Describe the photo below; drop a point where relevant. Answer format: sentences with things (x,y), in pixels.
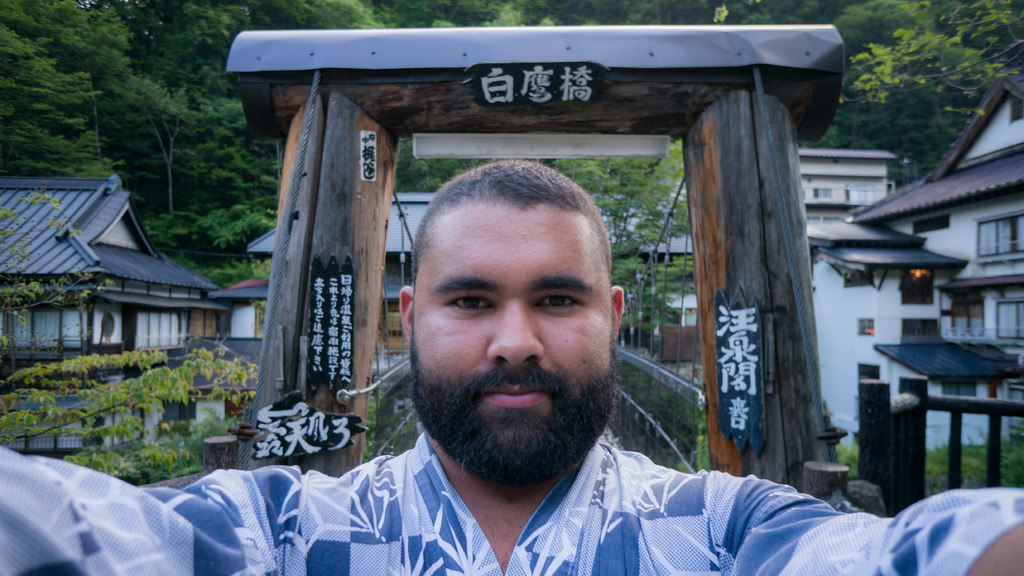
This image consists of a man (567,332) wearing a blue shirt (314,518). In the background (289,347), there is an arch (278,113) made up of wood (750,173). And there are many buildings (947,319).
